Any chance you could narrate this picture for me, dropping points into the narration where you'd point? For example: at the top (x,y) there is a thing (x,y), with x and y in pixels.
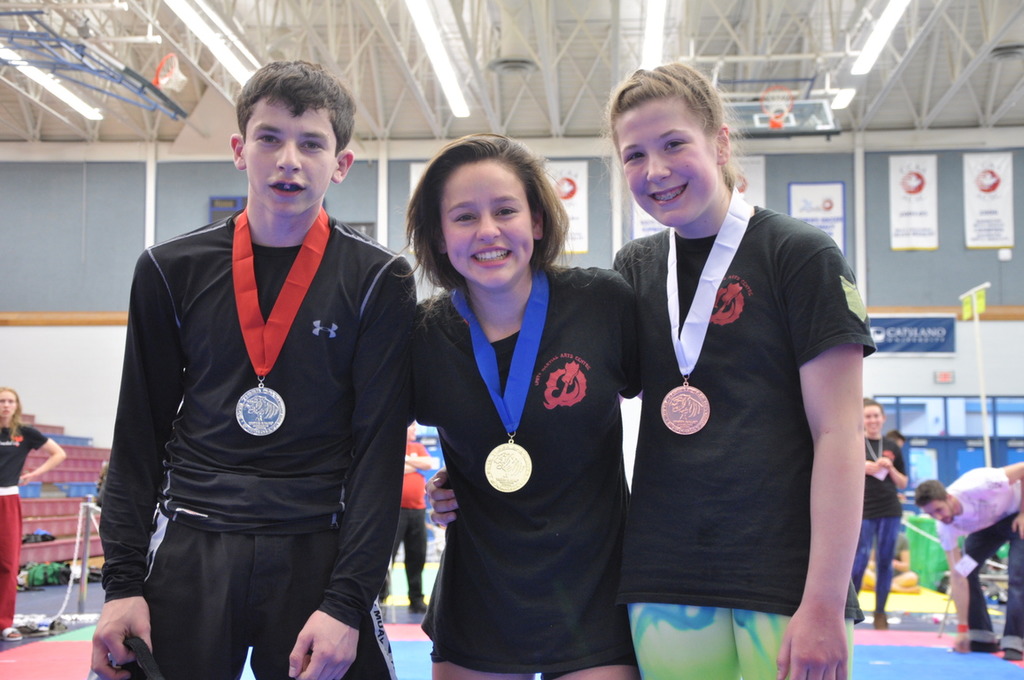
This picture is clicked inside. In the foreground (273,318) we can see the three persons (574,315) wearing black color t-shirts (396,396) and standing on the ground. In the background (963,510) we can see the group of people (16,392) and many other items (55,523) and we can see the posters (970,234) hanging on the wall (783,164) and the text (909,214) on the posters (900,241). At the top (904,99) there is a roof (613,13) and the lights (430,13) and some metal rods (105,73).
